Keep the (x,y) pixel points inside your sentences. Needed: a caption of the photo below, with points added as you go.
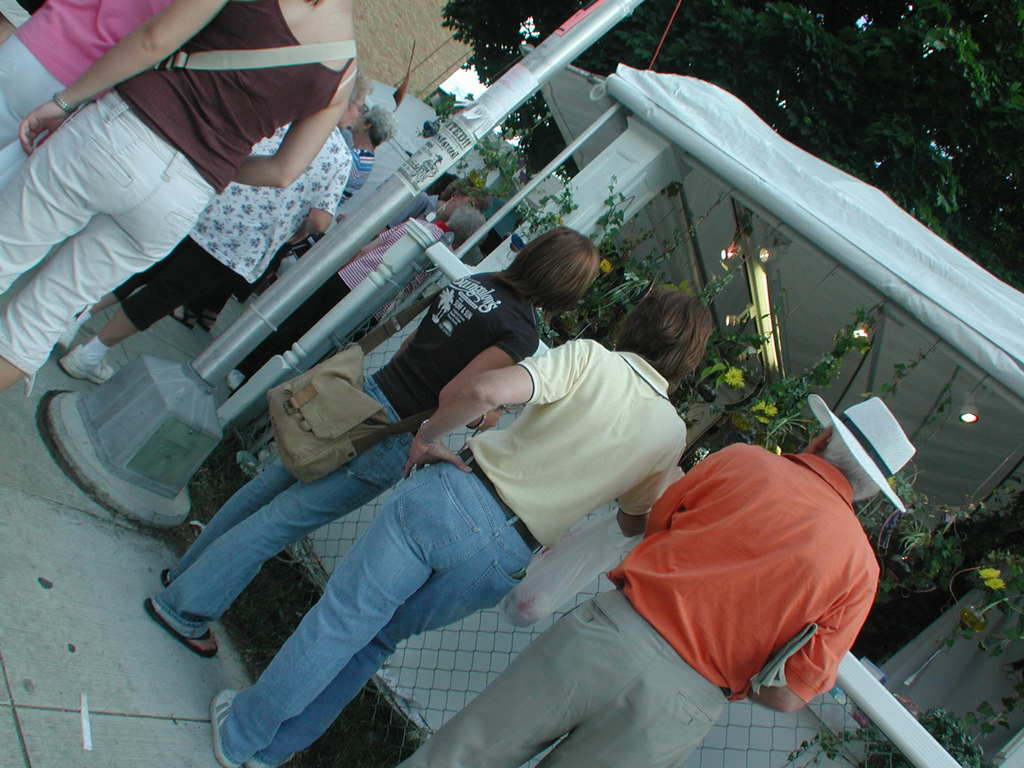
In this image we can see these people (256,283) are standing on the road (175,740). Here we can see a pole (209,358), net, plants (1007,570), ceiling lights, buildings (445,53) and the trees (944,99) in the background (841,139).
